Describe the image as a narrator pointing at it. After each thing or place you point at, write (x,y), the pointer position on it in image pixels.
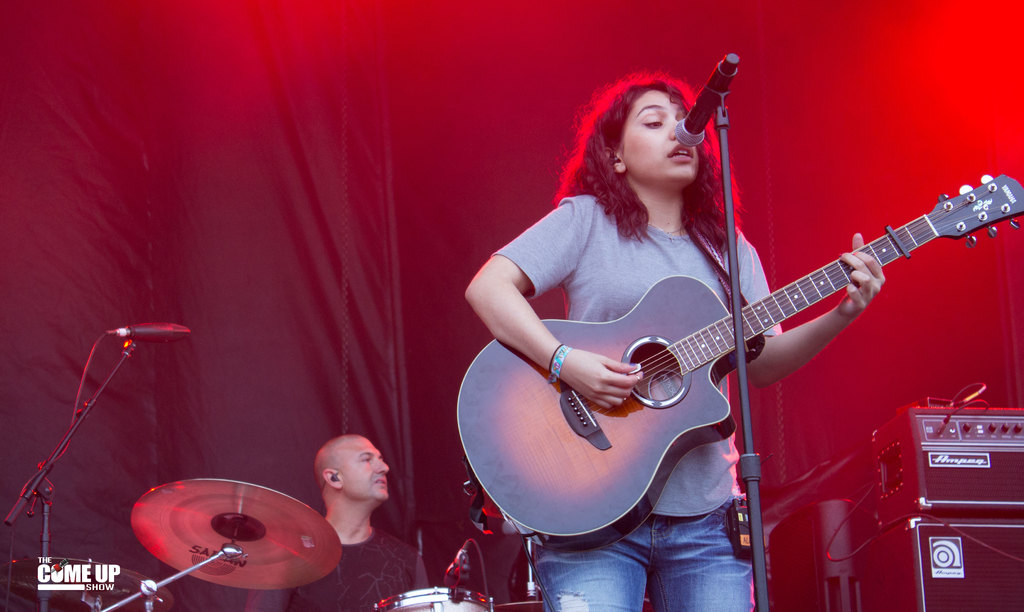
This person (673,102) standing playing guitar (613,338) and singing. Behind this person (620,367) there is a person (357,567) sitting and playing musical instrument (318,559), we can see curtain (340,299). On the top (962,62) we can see light (1002,33). There is a microphone (732,62) with stand (745,434).
